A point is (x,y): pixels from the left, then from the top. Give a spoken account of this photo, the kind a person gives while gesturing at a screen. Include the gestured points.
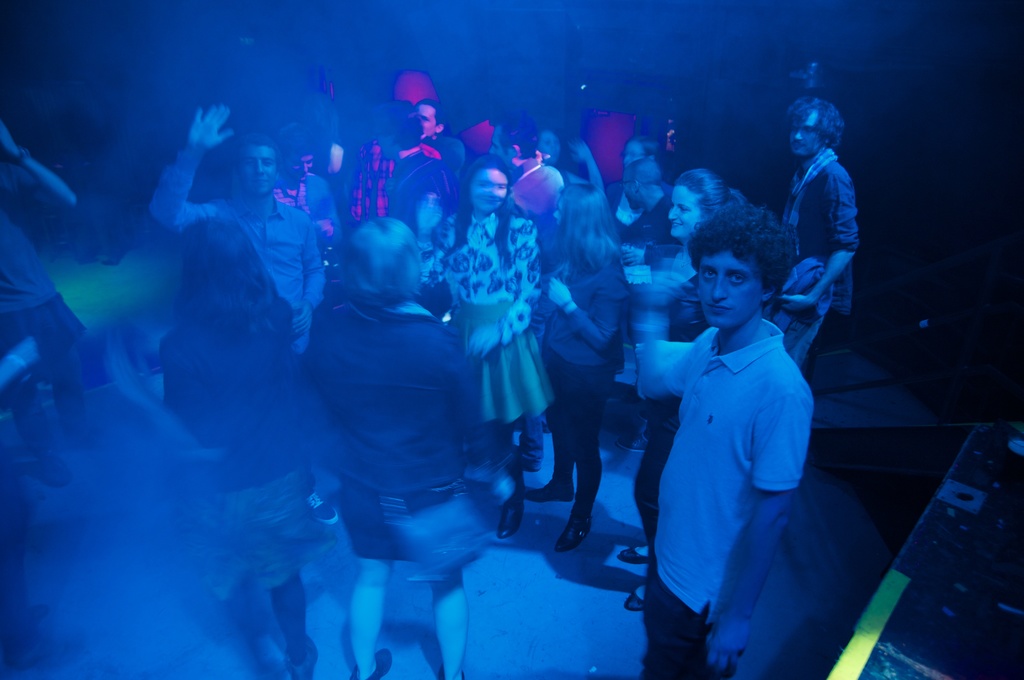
In the picture I can see men (299,307) and women (592,299) are standing on the floor (337,597) and dancing. Here I can see the blue color and pink color lights (593,116). The right side of the image (896,227) is dark, where I can see few objects (906,642).
